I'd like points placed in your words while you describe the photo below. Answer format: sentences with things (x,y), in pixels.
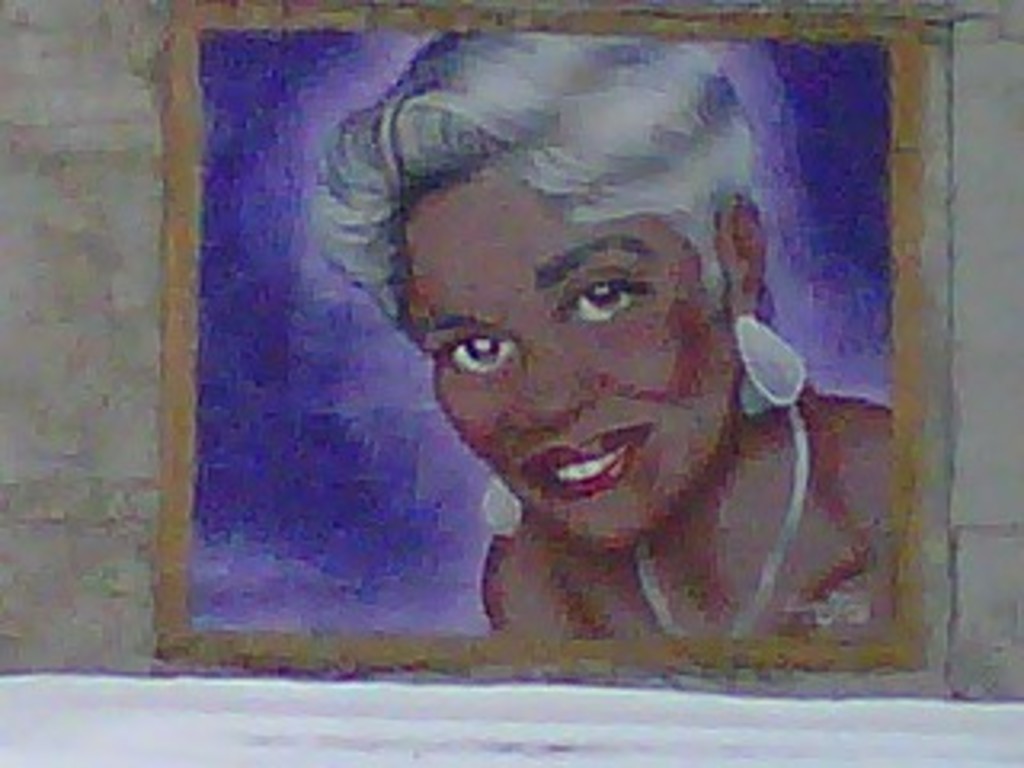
In this image there is a wall (90,582) and we can see a painting (486,618) of a lady (664,420) on the wall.
